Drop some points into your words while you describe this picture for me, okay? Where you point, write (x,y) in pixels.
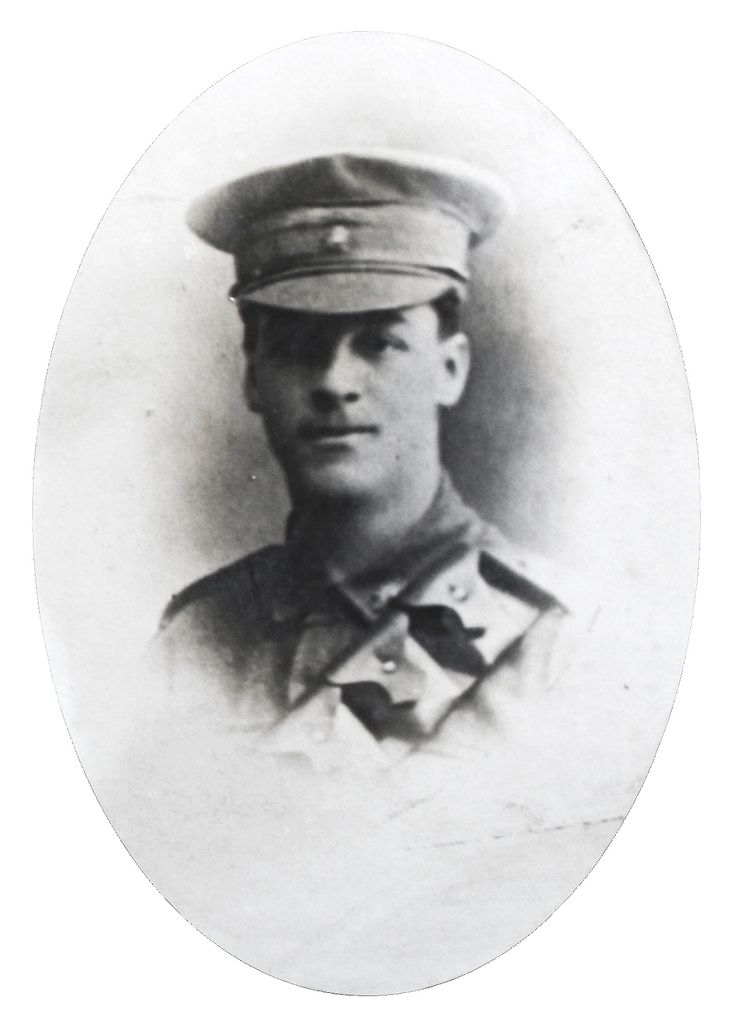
In this image we can see the photo frame (640,240) of a soldier (303,217).
